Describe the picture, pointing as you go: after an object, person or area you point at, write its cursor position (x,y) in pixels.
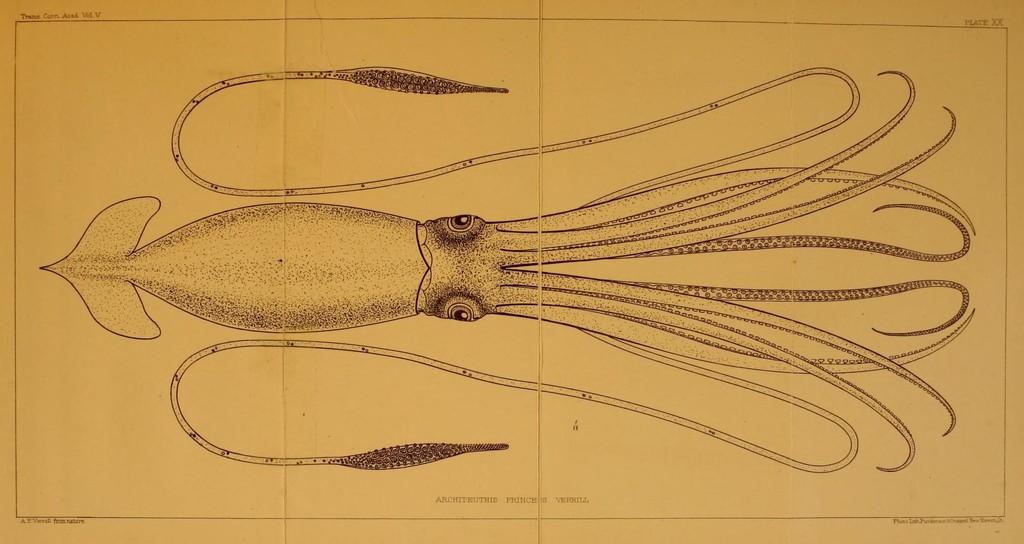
In this image there is the drawing (440,306) of a squid (440,306).
